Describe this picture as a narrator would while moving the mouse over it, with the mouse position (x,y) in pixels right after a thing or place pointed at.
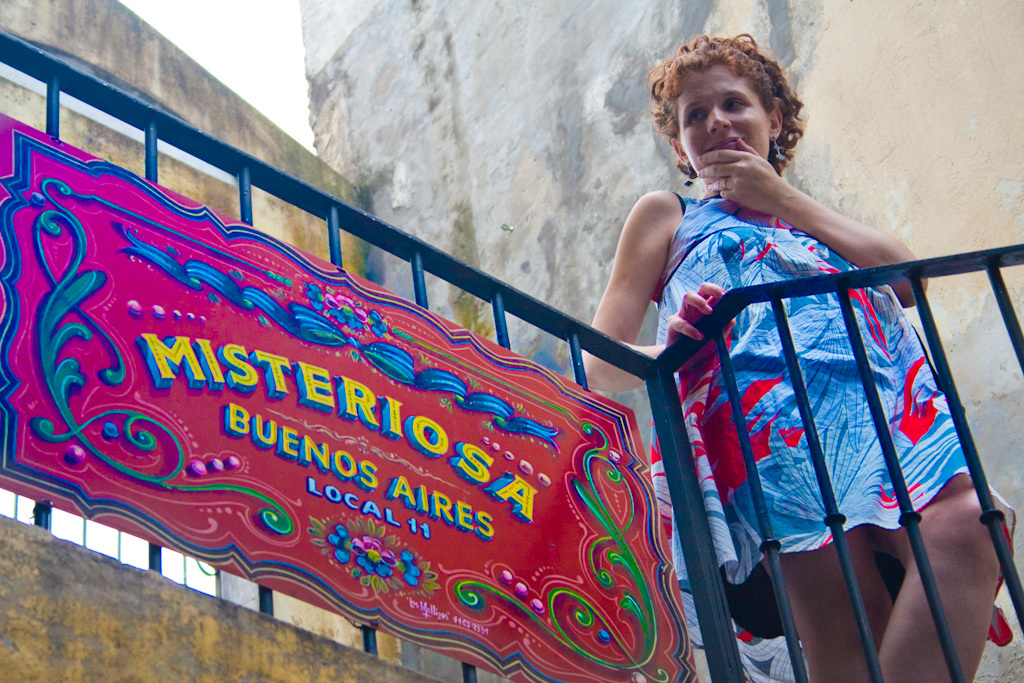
In this picture I see the railing (581,349) on which there is a board (226,410) and I see something is written on it and I see a woman (630,248) behind the railing (799,287) and I see that she is standing. In the background (256,210) I see the wall (507,237).
